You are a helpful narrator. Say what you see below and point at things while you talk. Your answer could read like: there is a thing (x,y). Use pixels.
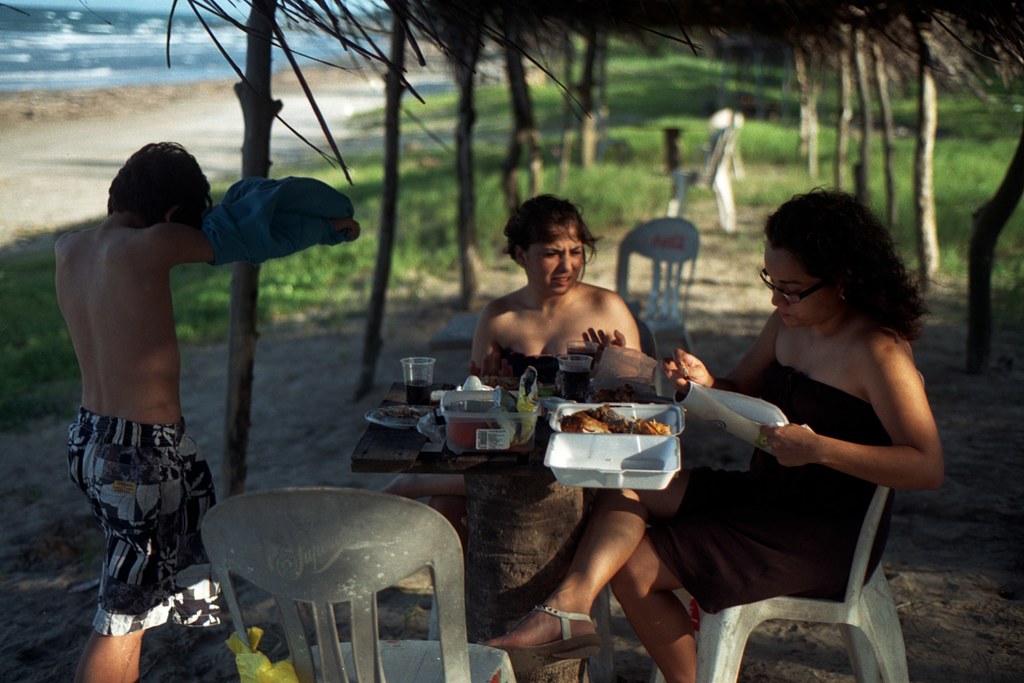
In the foreground (157,186) there are three persons (830,338). Out of which two women's (692,357) are sitting on the chair (815,600), in front of the table (488,524) on which glass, plates (413,419), tray (594,451), box (483,446) and food items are kept. And one person (157,374) is standing. In the background (731,221) there are chairs (682,230). In the left top (108,25), there is a ocean (142,53). Next to that there is a beach (179,107). On the top (242,166) there is a bamboo hut (938,45). In the middle of the image (501,230), a grass (966,118) is visible. This image is taken during day time in a sunny day.
